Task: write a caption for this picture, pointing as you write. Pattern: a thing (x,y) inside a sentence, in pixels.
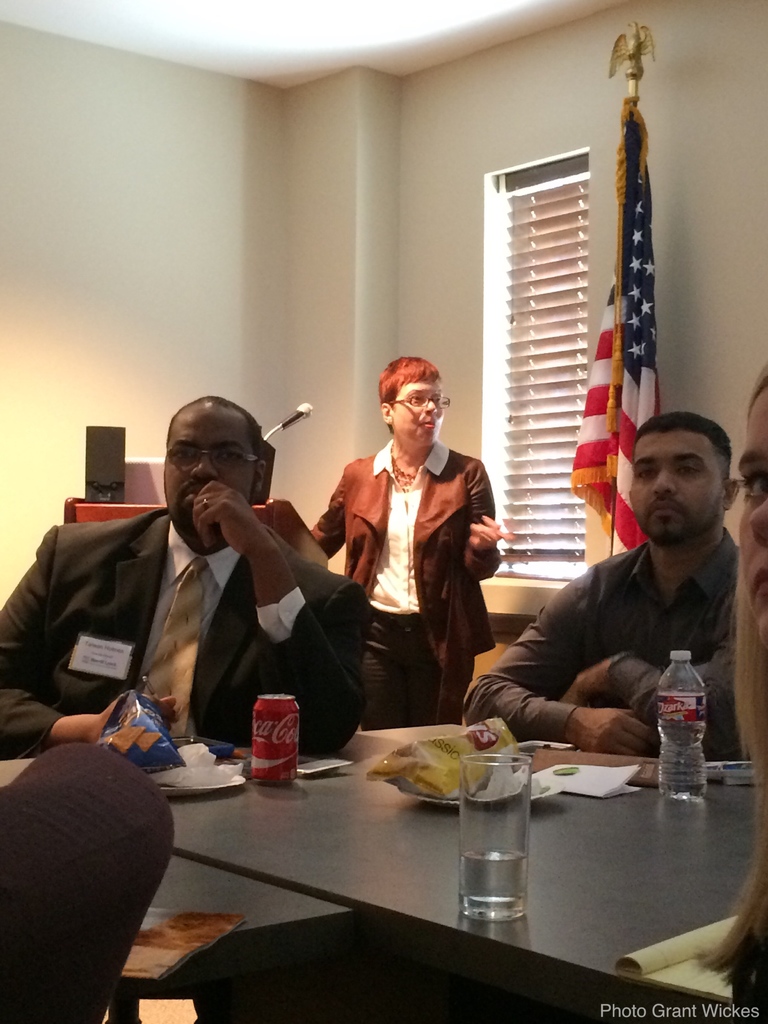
This Image is clicked in a room (711,160). There is a flag (635,140) on the right side (596,438) and window blind (558,303) on the right side (544,405). There are people (628,593) sitting on chairs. The one who is in the middle (374,548) is standing. There is a podium (116,514) and mic (283,428). There is a table (349,923) in the middle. On the table (418,816) there is a tin (267,759), plates (228,780), paper (610,778), glasses (509,825), water bottle (662,709), cover (477,726). There are people (89,560) sitting on chair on the table (576,910).
